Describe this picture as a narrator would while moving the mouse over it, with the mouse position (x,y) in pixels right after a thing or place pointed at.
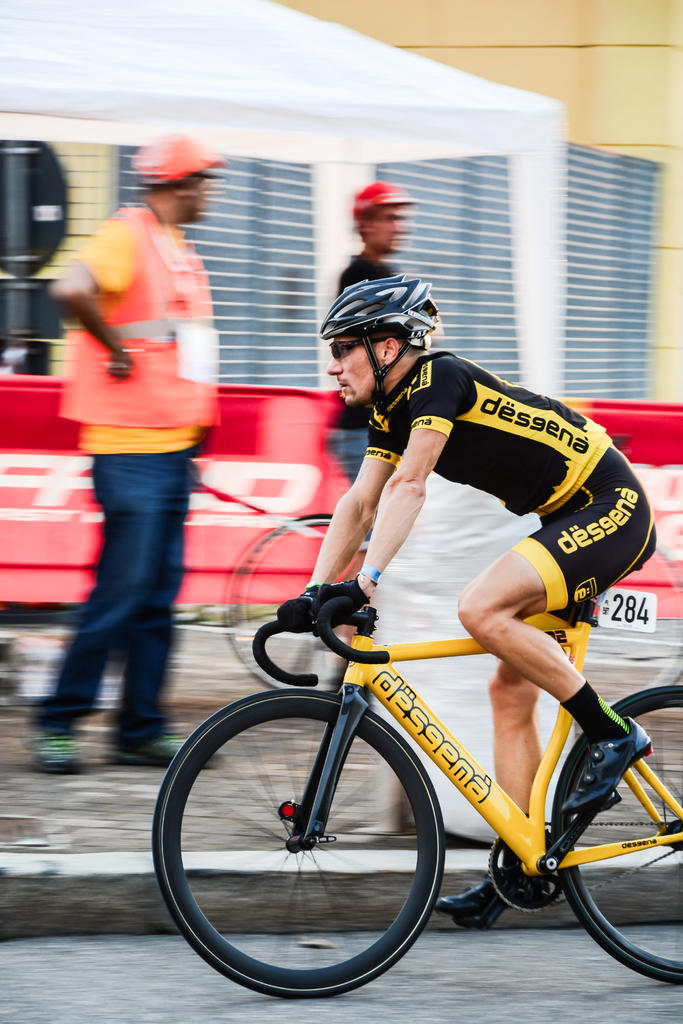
In this picture there is a man (479,410) who is wearing a black t shirt (485,456) and a helmet (363,308) on his head (388,316) is riding a bicycle (440,753) on the road (259,950). At the back (163,334) there are two men (202,301) who are standing. There is a number plate (609,604) on the bicycle (617,598).
